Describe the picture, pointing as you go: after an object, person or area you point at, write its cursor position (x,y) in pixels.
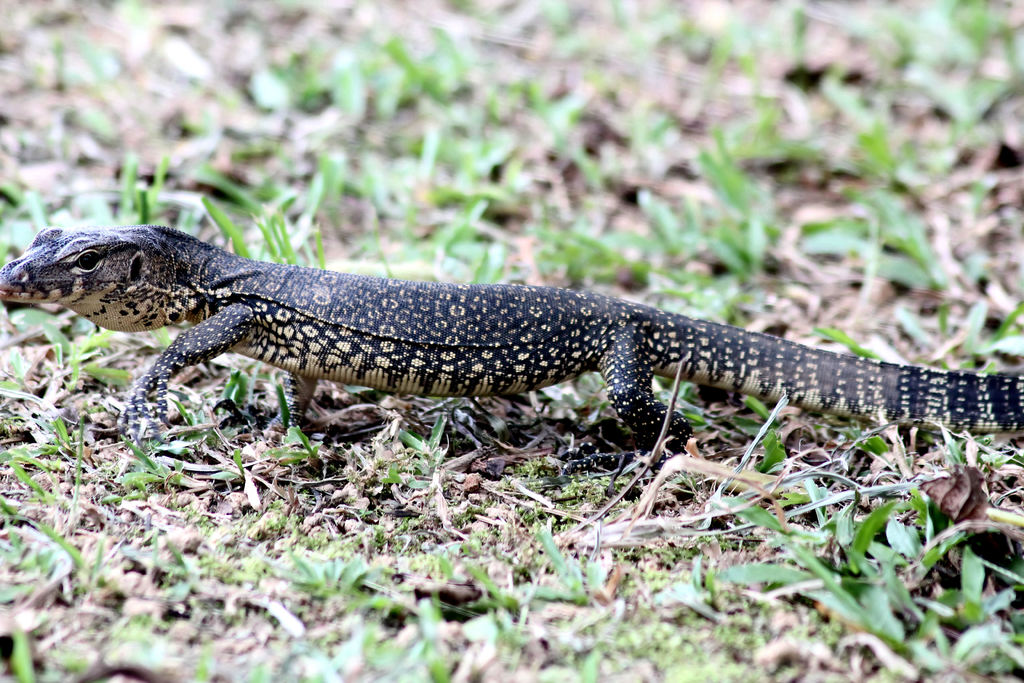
In this image, we can see a monitor lizard (642,351) on the grass (438,529).
